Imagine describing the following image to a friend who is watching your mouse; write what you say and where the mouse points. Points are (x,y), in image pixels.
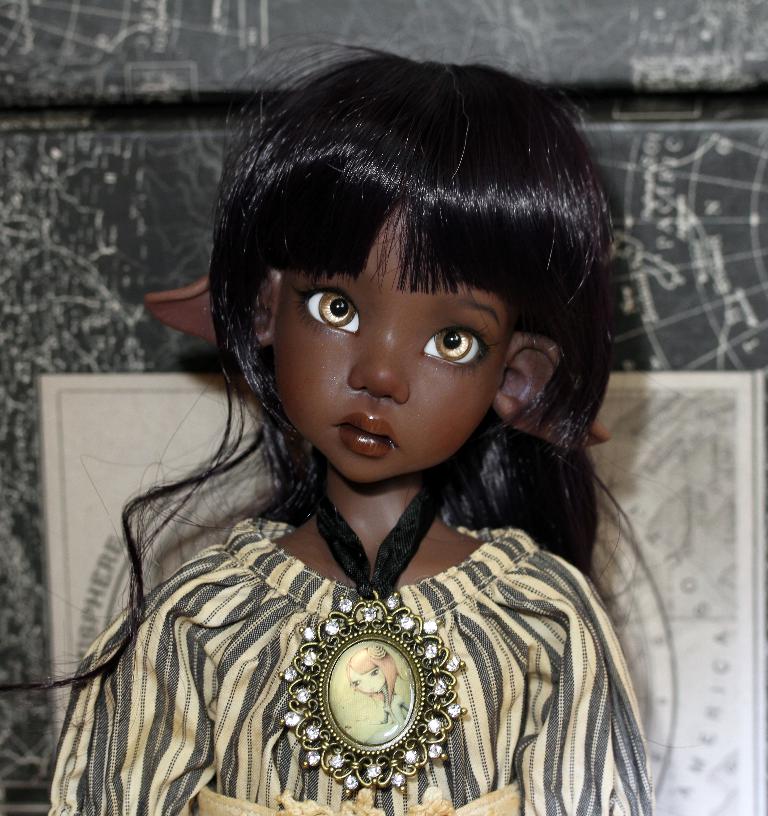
In this image in the front (384,510) there is a doll (362,474). In the background (635,361) there is a wall (622,337).
